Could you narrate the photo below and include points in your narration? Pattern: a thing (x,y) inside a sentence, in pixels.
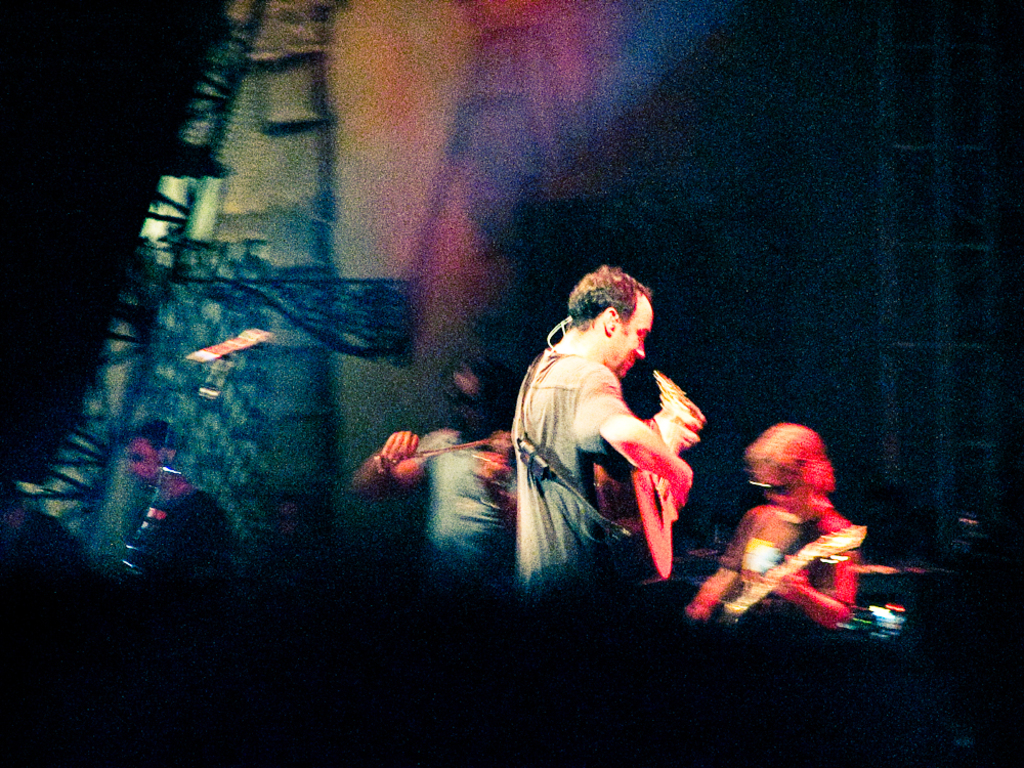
In this picture I can see the people (577,355) holding musical instruments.
